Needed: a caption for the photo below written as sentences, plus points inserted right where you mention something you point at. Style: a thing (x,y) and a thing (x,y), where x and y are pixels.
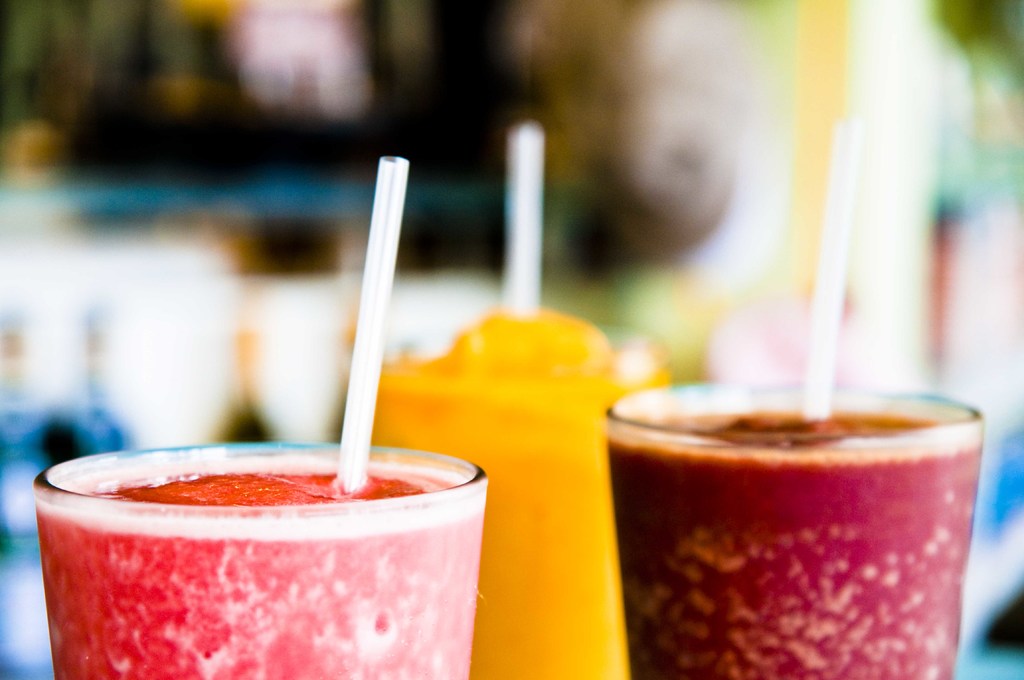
In this image there are three glasses (430,535) with straws (384,300) and juices (494,441) in it, and there is blur background (451,39).
